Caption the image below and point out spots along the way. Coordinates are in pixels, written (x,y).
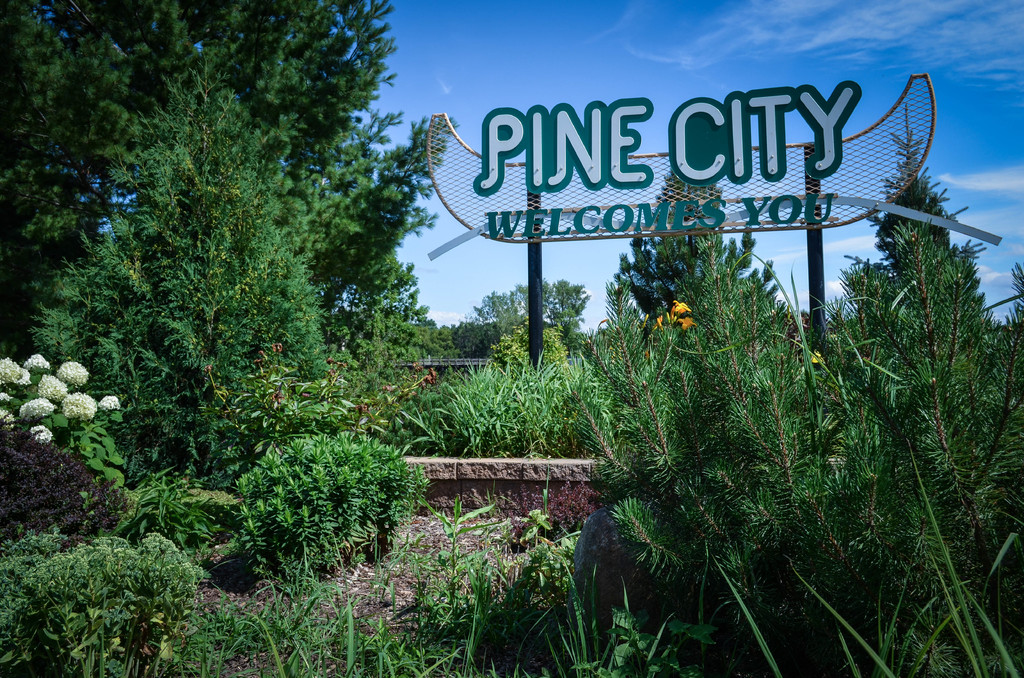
In this image there are trees (894,462) and plants (451,545). In the center (509,238) there is a board (669,217). In the background (537,80) there is sky (574,65).
